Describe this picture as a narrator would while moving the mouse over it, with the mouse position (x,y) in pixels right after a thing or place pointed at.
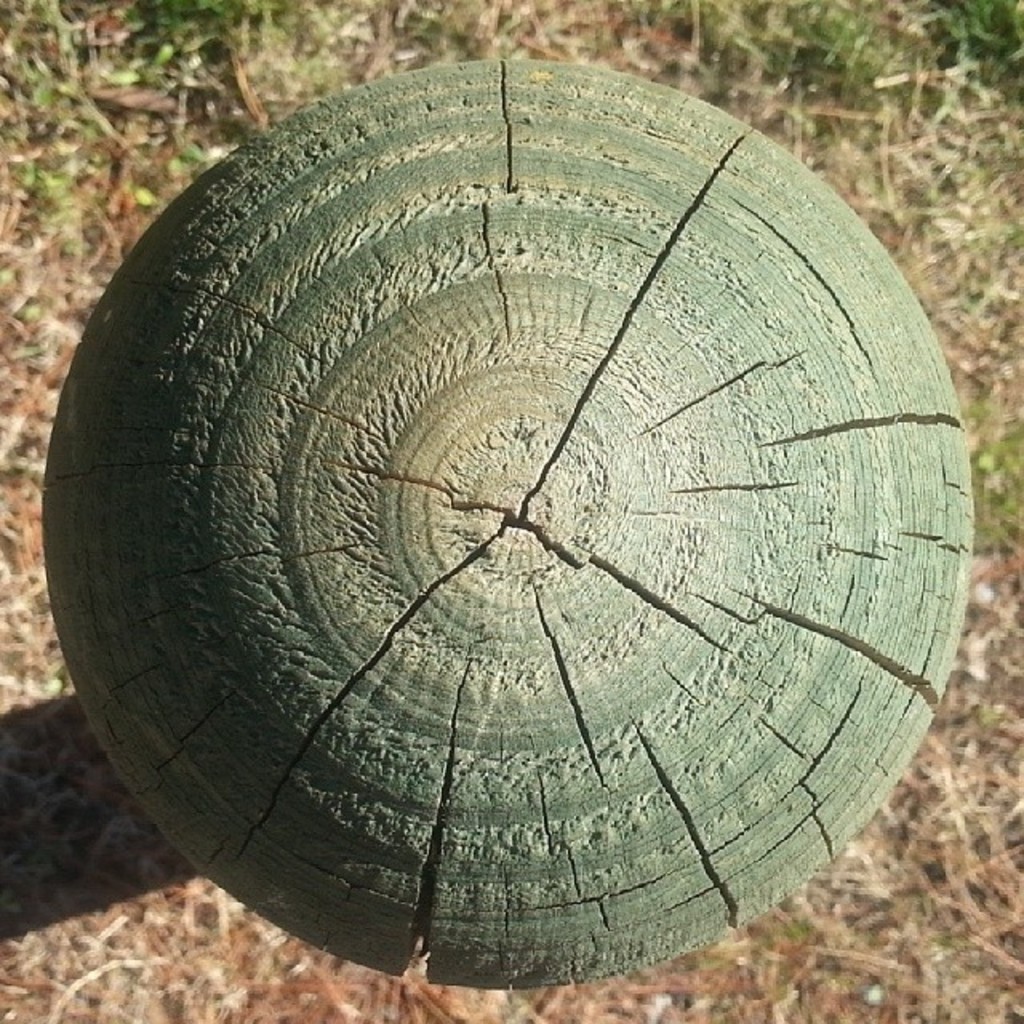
In this image, this looks like a round wooden object (488,701), which is green in color. In the background (164,73), I can see the grass (949,244).
